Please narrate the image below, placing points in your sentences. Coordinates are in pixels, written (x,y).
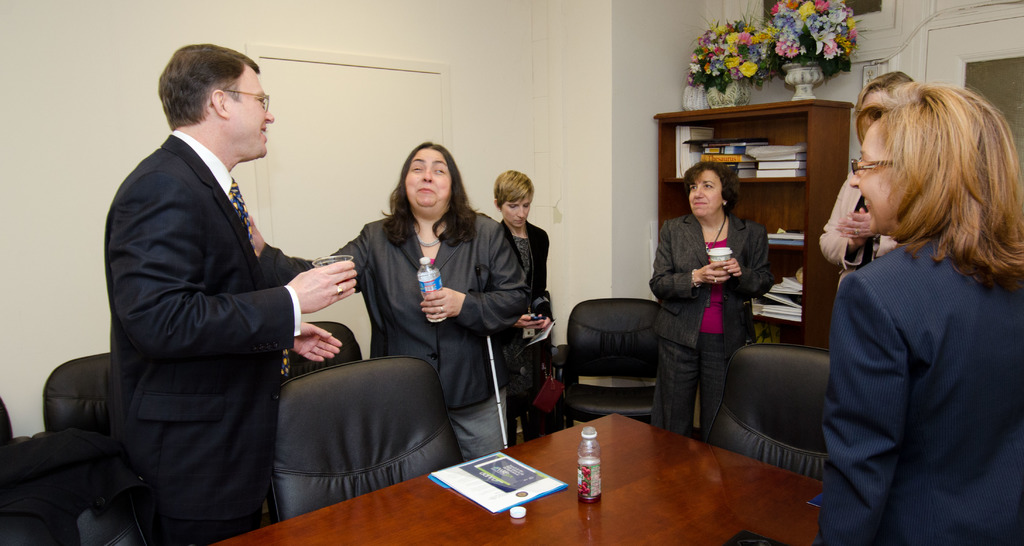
In this image I can see few people (155,516) are standing and also I can see smile on few faces (433,193). Here I can see chairs (409,367) and a table (577,525). I can also see she is holding a bottle (433,300) and on this table (660,455) I can see one more bottle (589,430). In the background (780,153) I can see number of books (791,282) and few plants (778,44).
